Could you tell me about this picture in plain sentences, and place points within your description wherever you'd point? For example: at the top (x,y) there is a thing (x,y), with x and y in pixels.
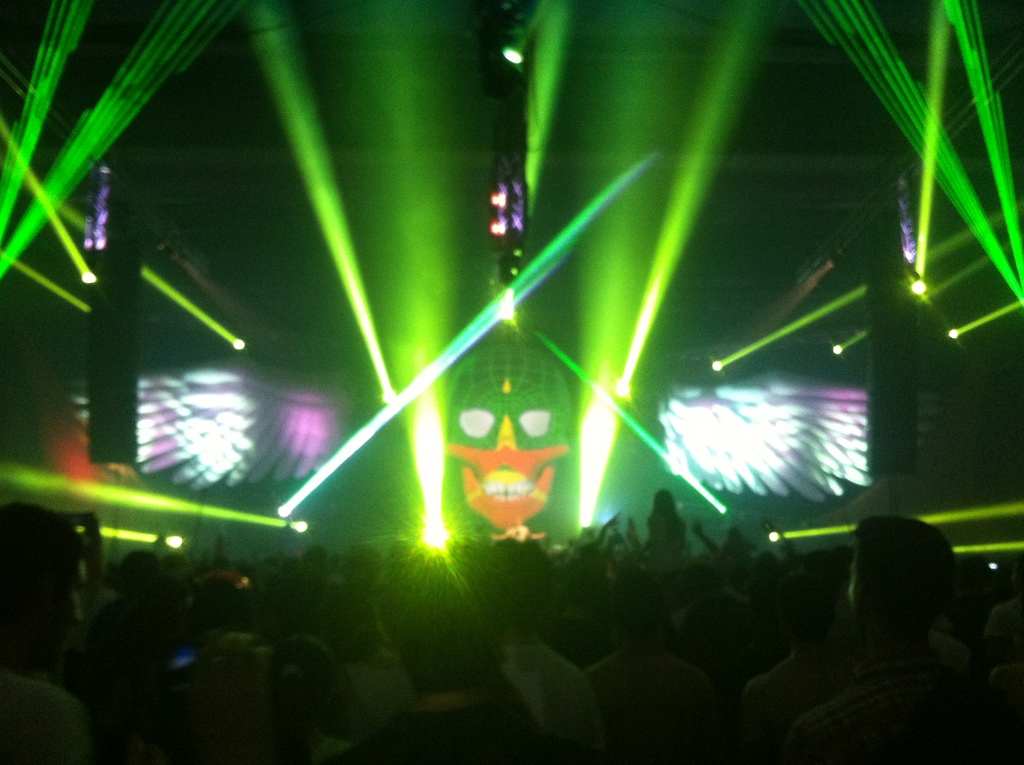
These are people (462,639) and lights (437,473), these are screens (828,433), this is skull (523,471).
